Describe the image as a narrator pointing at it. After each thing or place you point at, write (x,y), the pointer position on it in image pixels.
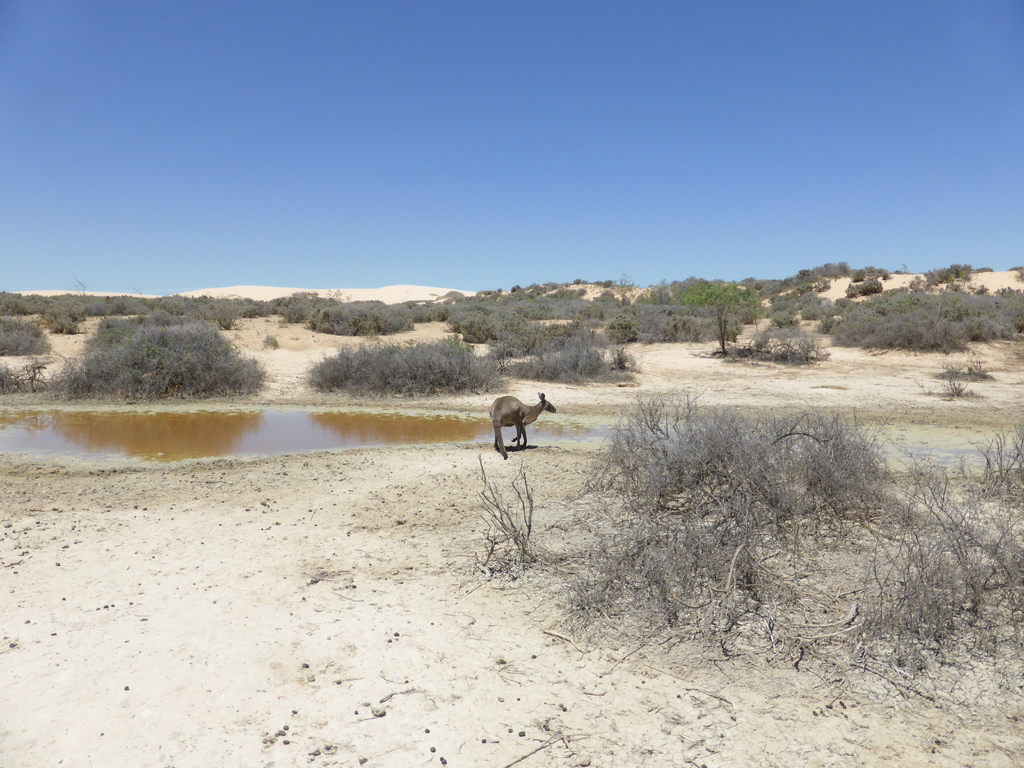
In this picture we can see kangaroo (501,427) standing side of the water (440,416), around we can see sand (456,557) and some trees (727,580).
